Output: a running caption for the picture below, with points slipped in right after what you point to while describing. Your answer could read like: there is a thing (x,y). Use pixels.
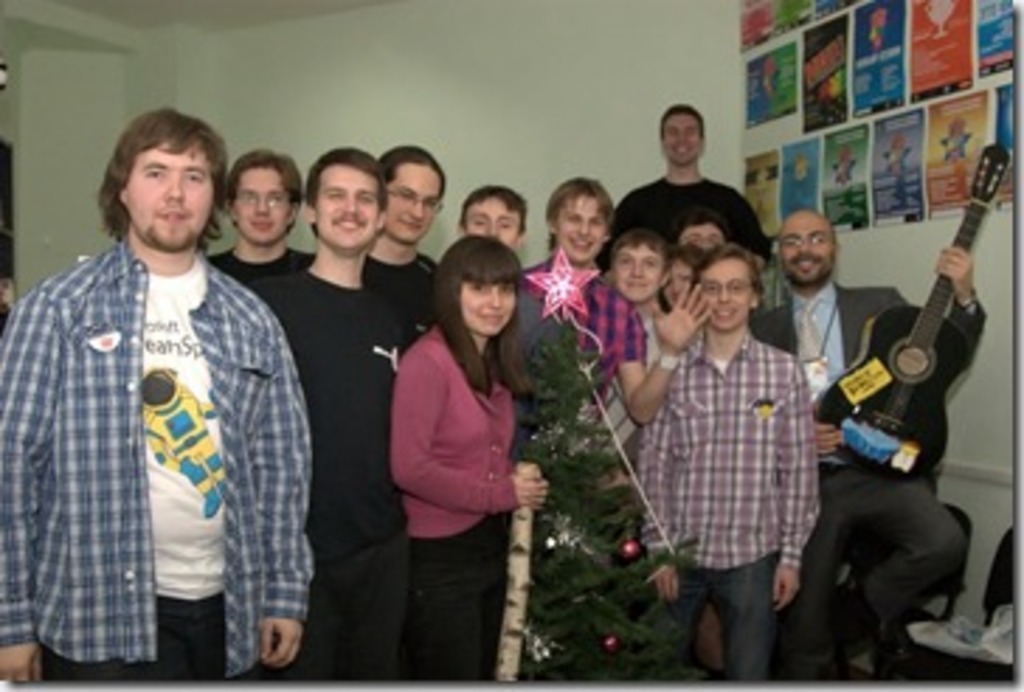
This picture describes about group of people (519,382) few are seated on the chair (882,552) and few are standing, in front of them we can find a tree (605,530), in the right side of the given image A man (877,485) is holding a guitar (893,329) in his hand (828,441), besides to him we can find couple of wall posters (795,88) on the wall (534,98).
